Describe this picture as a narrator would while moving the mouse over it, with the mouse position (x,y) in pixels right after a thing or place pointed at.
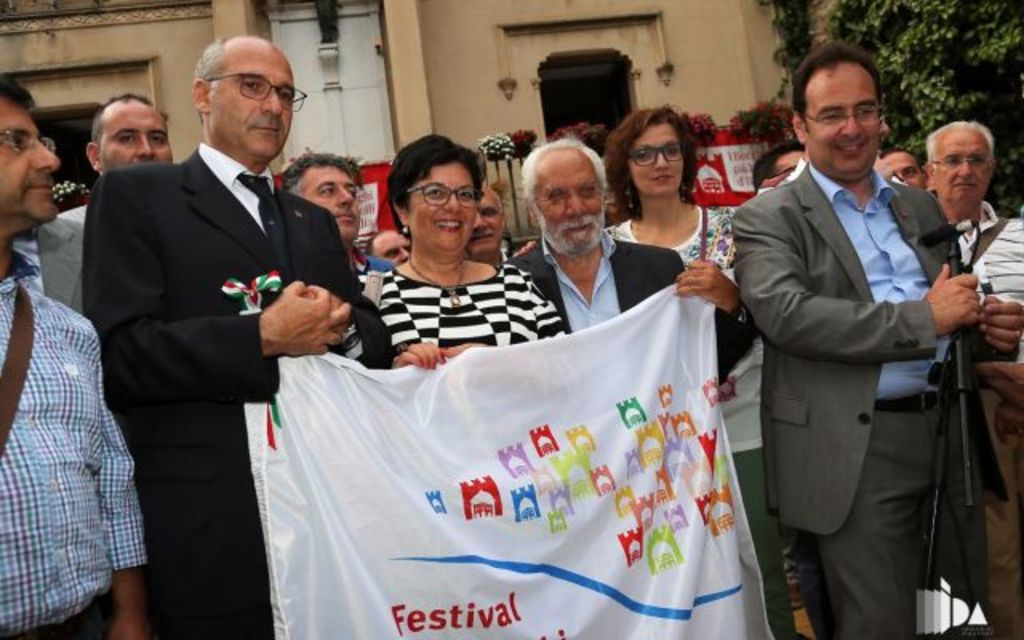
People (120,189) are standing and holding a white banner (397,394). Behind them there are buildings (611,59) and trees (909,86).
